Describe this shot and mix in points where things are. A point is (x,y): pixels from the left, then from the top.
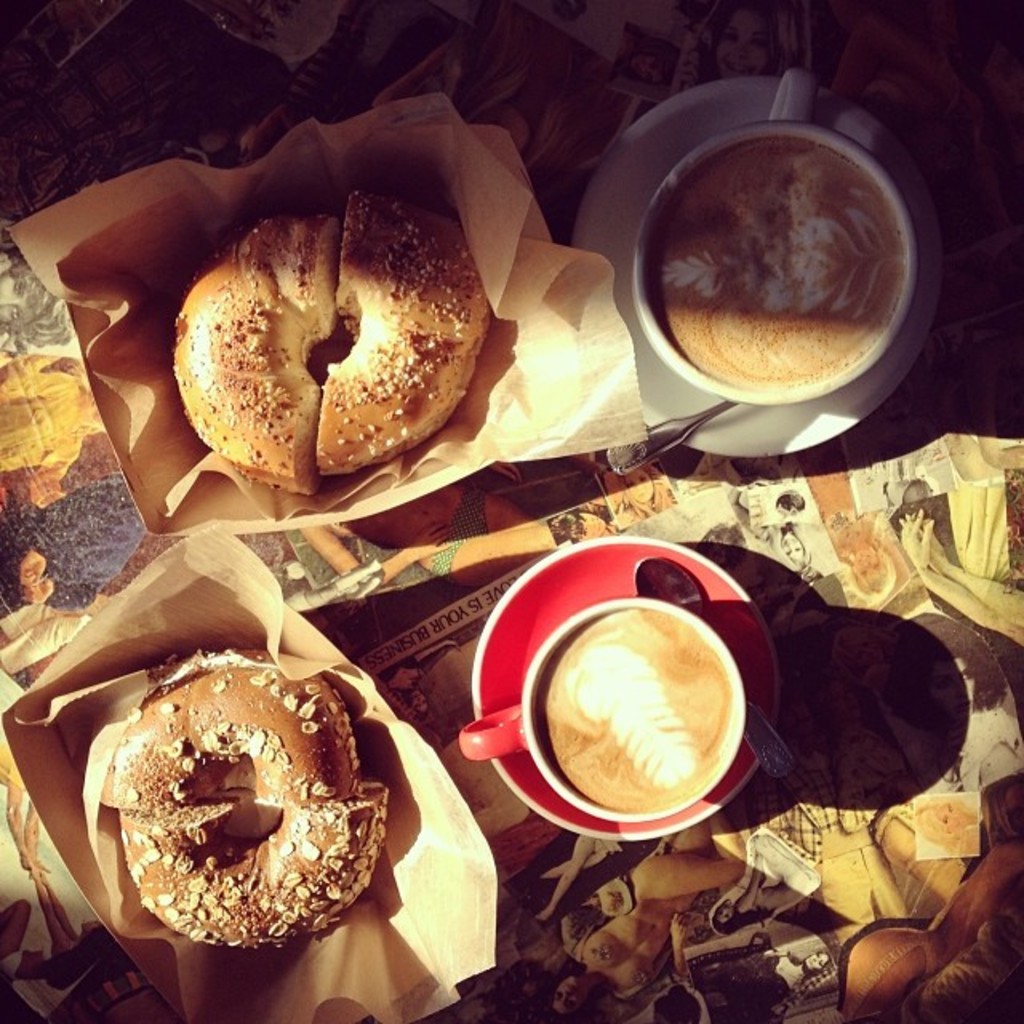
In this picture there are bagels (246,921) on the covers (151,586) and there is a coffee (794,159) in the cups (903,212) and there are saucers (781,442) and spoons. At the bottom (662,955) there is a picture (800,936) of a group of people (712,920) on the sheet (911,920).
